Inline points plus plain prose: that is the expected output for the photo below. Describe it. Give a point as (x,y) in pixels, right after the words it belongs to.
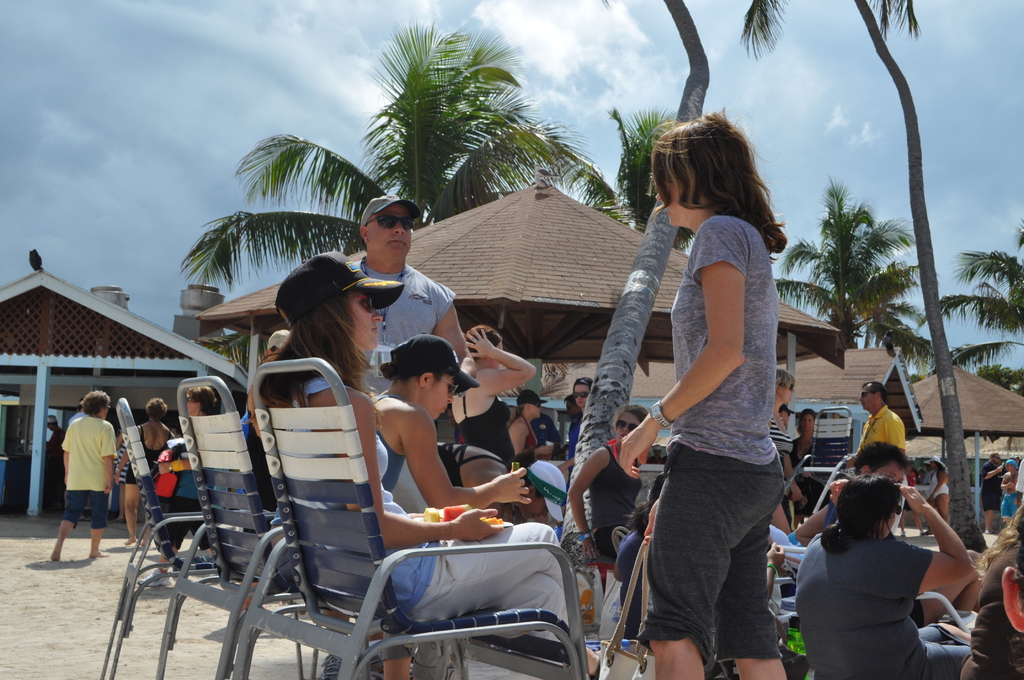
In this picture there are group of people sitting and there are group of people (544,425) standing. At the back (60,320) there are houses (60,320) and trees (802,297). At the top (589,92) there is sky (526,30) and there are clouds (611,30). At the bottom (108,580) there is sand (110,600).
